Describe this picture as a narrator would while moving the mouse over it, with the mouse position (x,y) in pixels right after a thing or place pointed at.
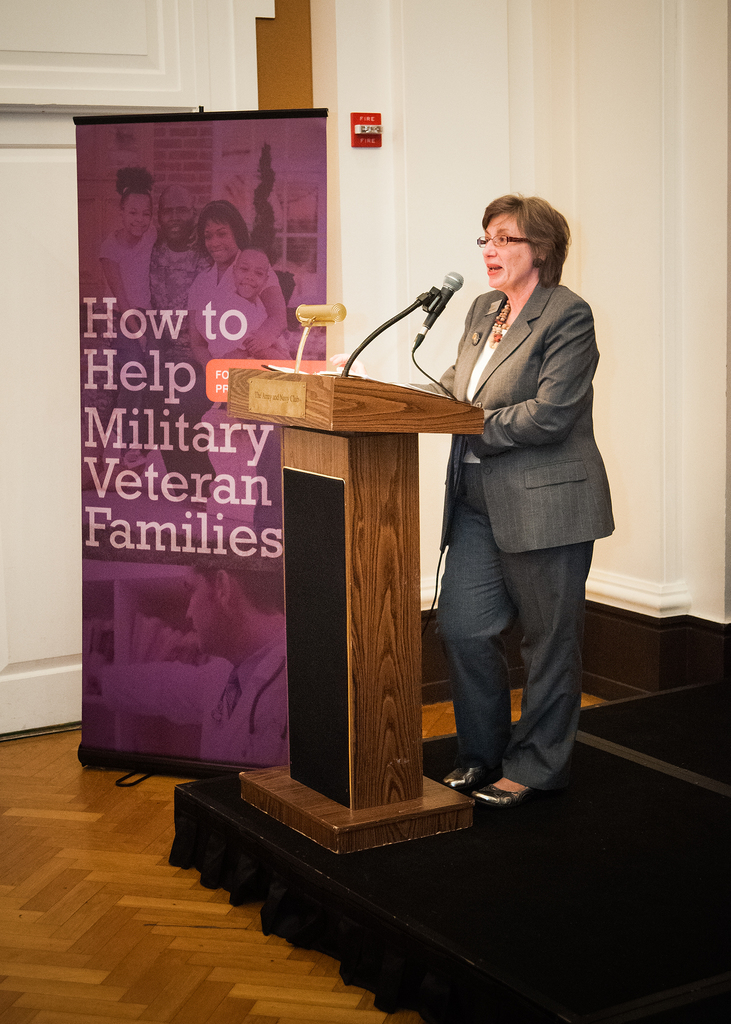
In this image there is a women (536,492) standing on a stage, in front of a podium (346,720) on that podium (363,429) there are mics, in the background (145,301) there is a poster (188,641) on that poster (189,385) there is some text (208,319).
